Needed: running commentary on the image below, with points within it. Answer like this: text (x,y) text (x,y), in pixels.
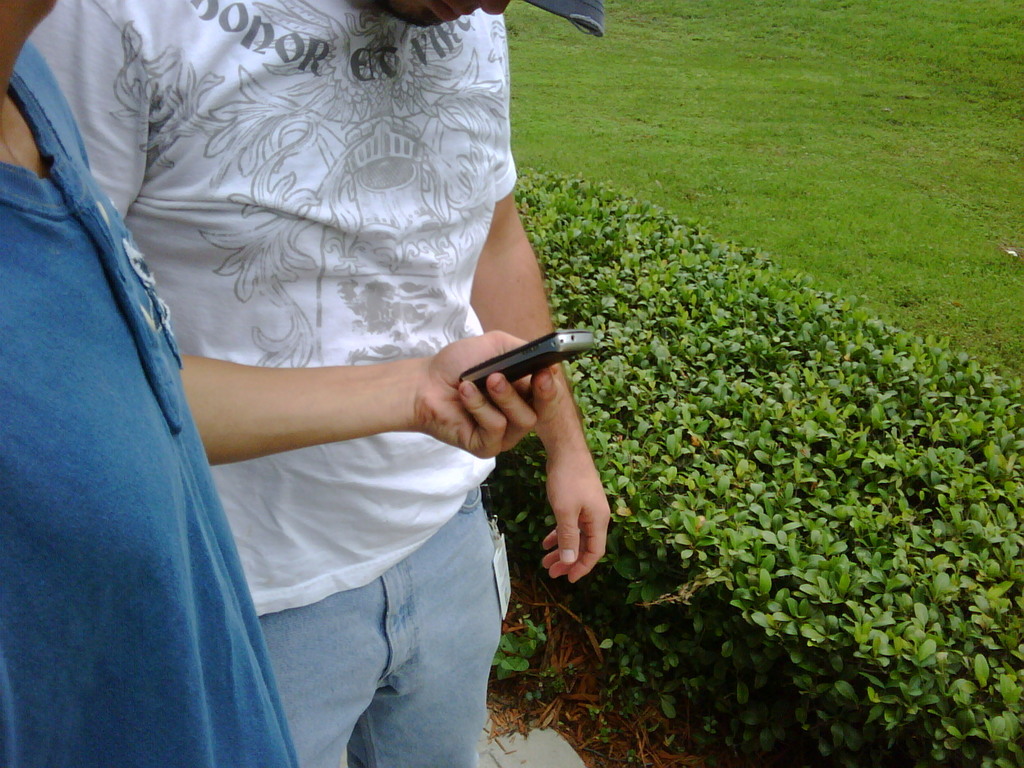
Here a man (401,330) is standing, he wore a white color t-shirt (308,215) and a blue color jeans (441,614) beside him there is a person (107,546), who wore blue color dress (138,545), in the right side (829,490) these are the bushes (760,407).
